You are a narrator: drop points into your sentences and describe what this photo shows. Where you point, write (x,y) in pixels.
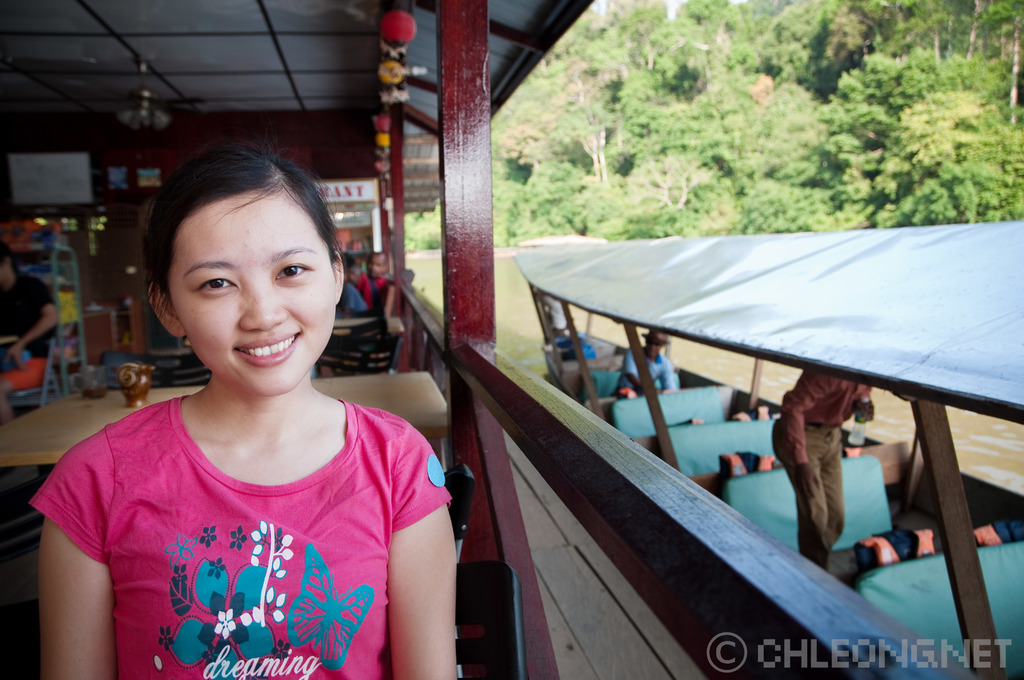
This picture shows a group of people (7,307) seated on the chairs (383,350) and we see a woman (415,437) seated and we see a boat (704,393) on the side and we see trees (743,33) and water (1010,448).
